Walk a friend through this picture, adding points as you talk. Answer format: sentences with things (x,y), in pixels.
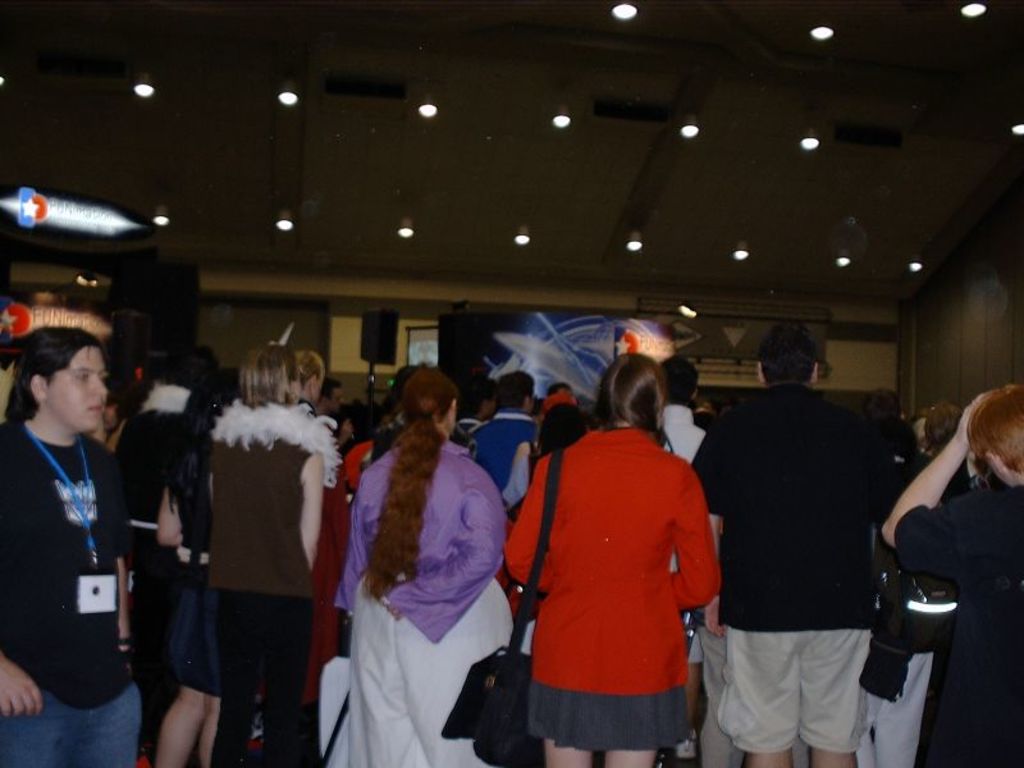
In this picture there are people (361,610) in the center of the image (654,467) and there are posters (591,314) on the left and in the center of the image (504,318) and there are lamps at the top side of the image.
